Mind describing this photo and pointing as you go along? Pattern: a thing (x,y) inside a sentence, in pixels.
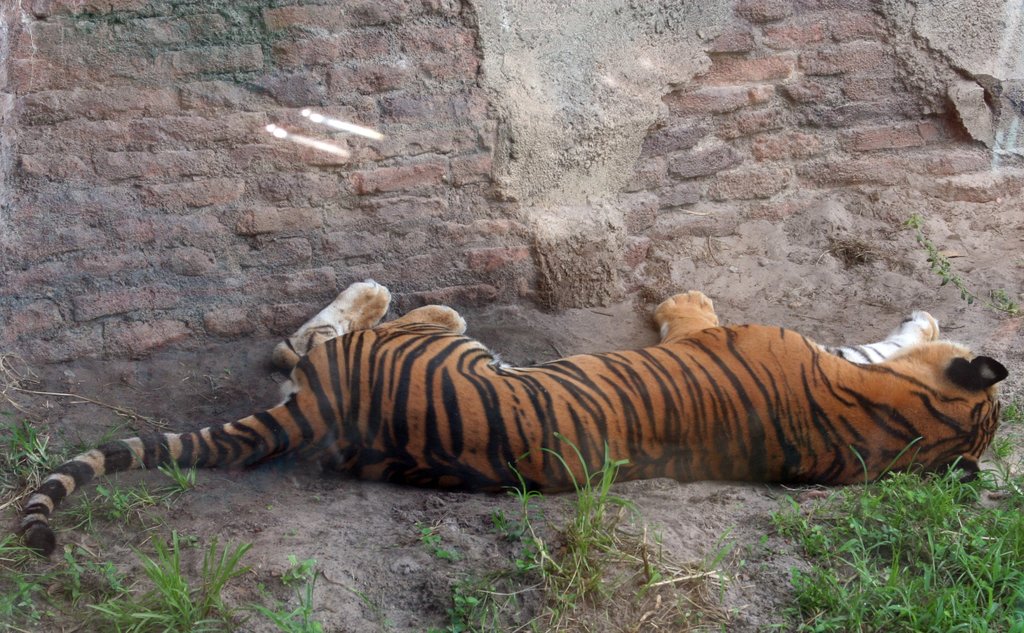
In the picture I can see a tiger (508,458) lying on the ground (214,525). Here I can see the grass (234,557) and the brick wall (484,208) in the background (571,109).
